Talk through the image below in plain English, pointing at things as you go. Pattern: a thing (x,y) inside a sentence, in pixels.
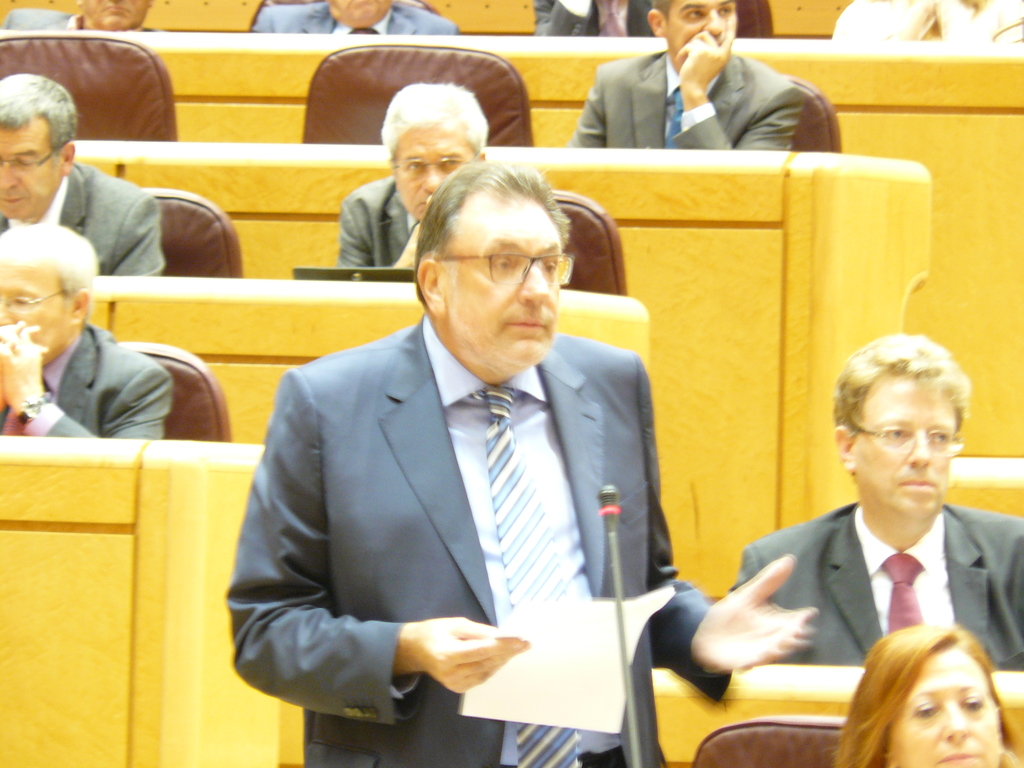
As we can see in the image there are few people (24,288) here and there sitting on chairs (58,64) and there is a mic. The man (627,525) over here is holding a paper (530,666).
